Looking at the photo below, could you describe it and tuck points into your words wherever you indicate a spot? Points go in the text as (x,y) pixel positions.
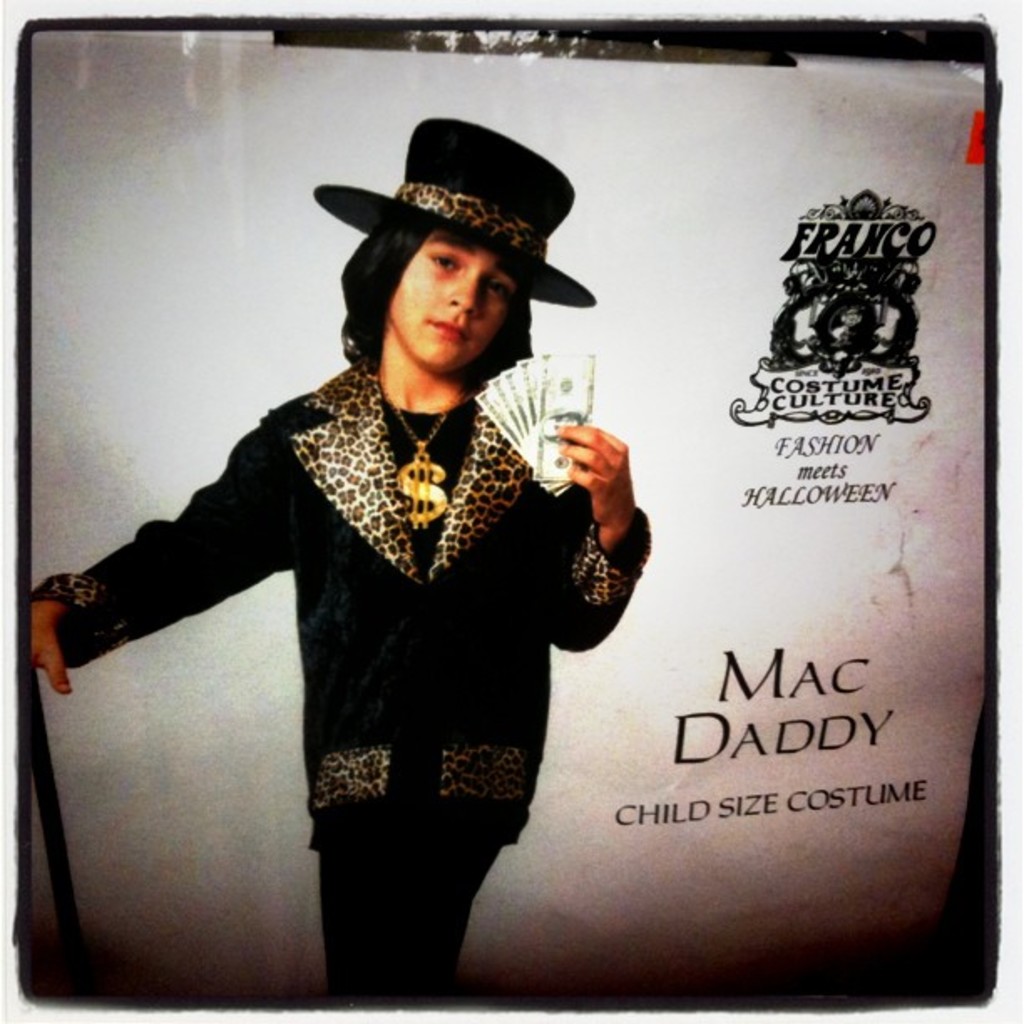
In this picture I can see the poster (566,420). I can see a person (436,465) wearing a hat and holding currency (555,445). I can see texts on it.
